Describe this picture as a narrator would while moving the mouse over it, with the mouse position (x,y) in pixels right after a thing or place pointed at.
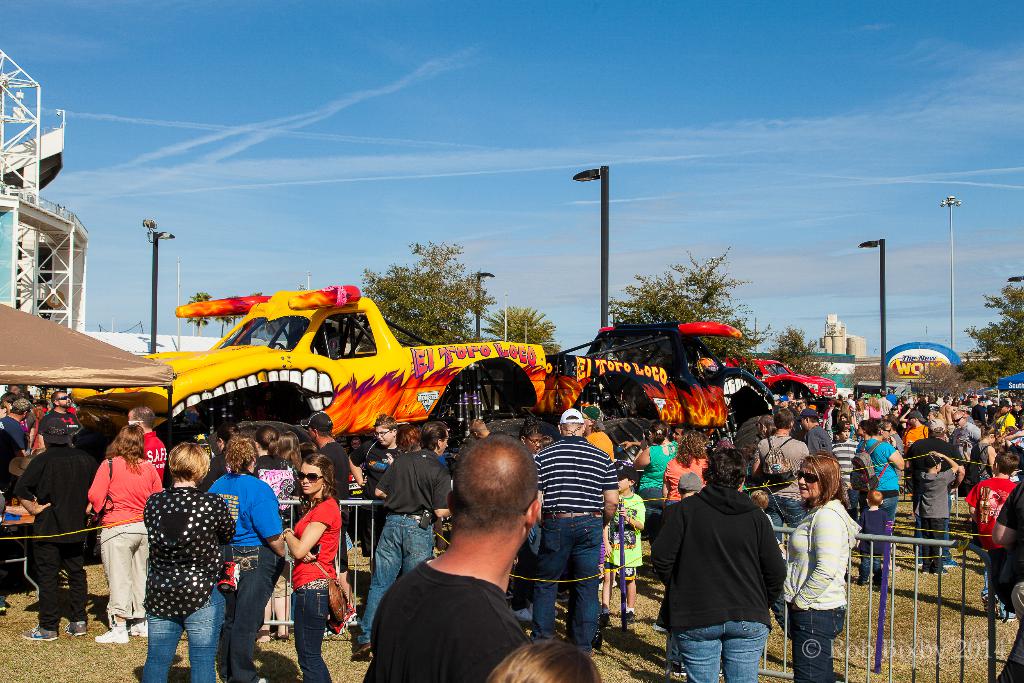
This picture shows a few trees (811,344) and few lights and a building (74,227) and we see tent (8,353) and few people (456,568) standing few of them wore caps (565,416) on their heads (580,427) and few of them wore sunglasses (307,476) on their faces (818,487) and we see monster trucks (618,387), Looks like an event and we see a blue cloudy Sky (631,162).
